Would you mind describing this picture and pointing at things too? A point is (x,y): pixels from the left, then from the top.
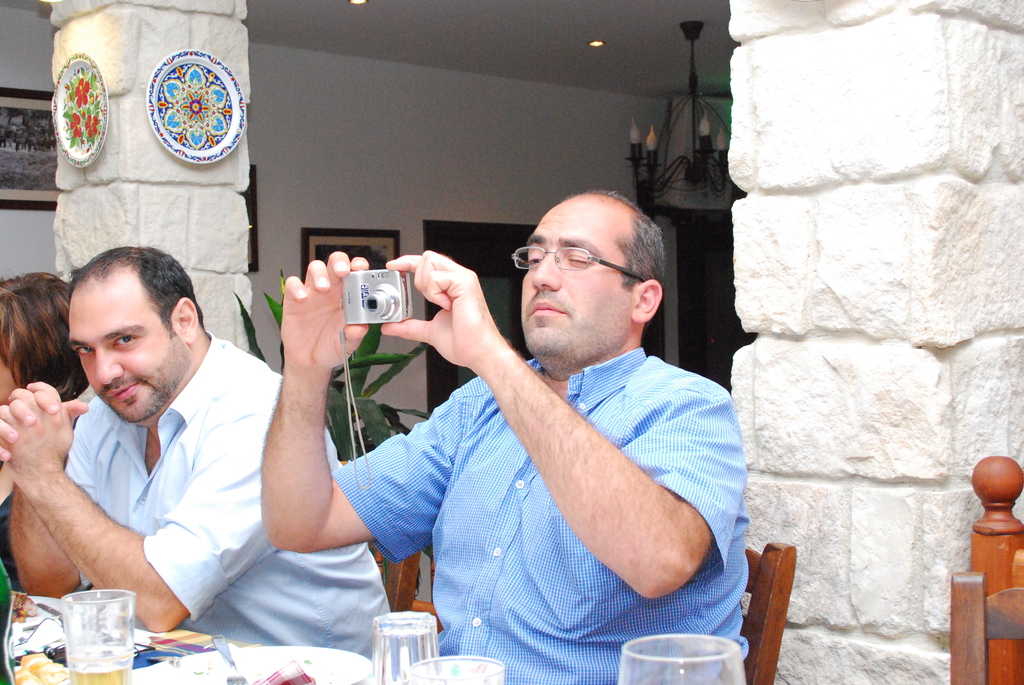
In this image In the middle (550,431) there is a man (553,466) he is sitting he wear shirt (474,520) and spectacles (565,263) he hold a camera (351,317). On the left (77,473) there is a man (150,457) and woman (68,343). At the bottom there is a table (170,641) on that there is a plate (218,664) and glass (94,637).
